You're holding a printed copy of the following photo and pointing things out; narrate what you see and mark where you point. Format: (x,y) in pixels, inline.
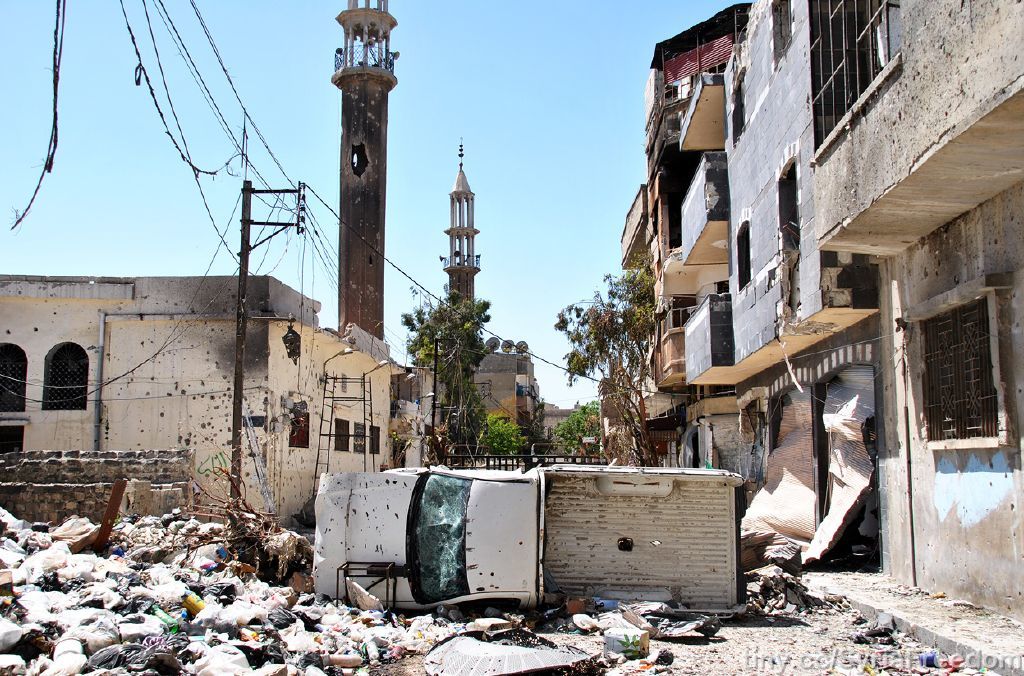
In this image we can see damaged buildings (672,267), dumping yard (117,580), towers (346,21), electric poles (263,219), electric cables (192,166), trees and sky (276,101).
